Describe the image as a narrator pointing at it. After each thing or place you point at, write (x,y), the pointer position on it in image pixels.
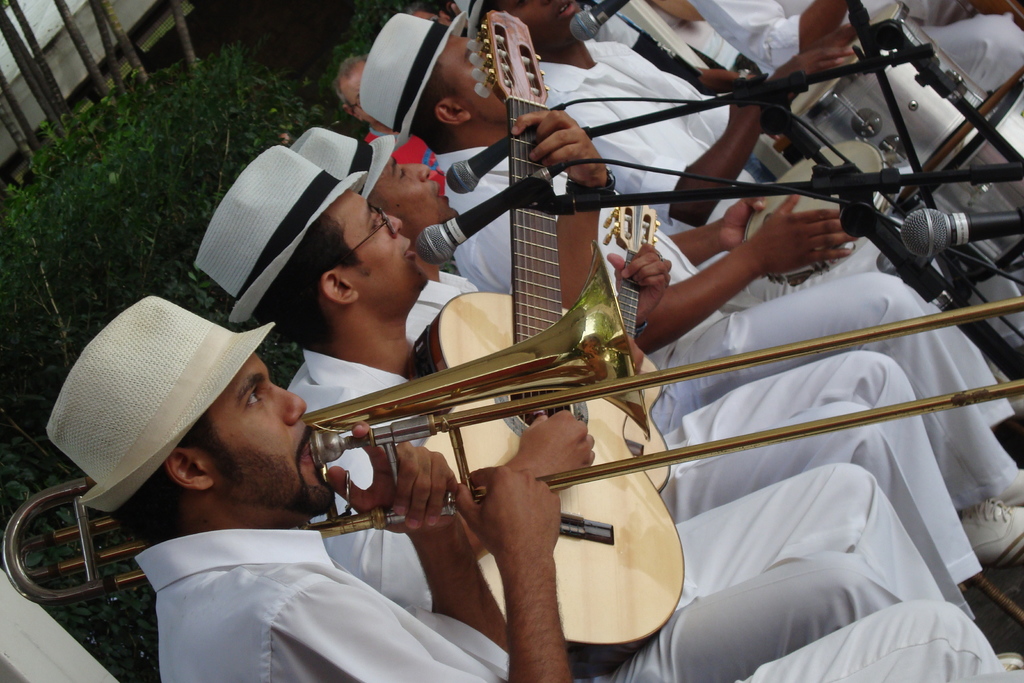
In this image there are group of people (827,233) who are holding some musical instruments (660,535), and playing. And in front of them there are mikes (520,193), and it seem that they are singing and in the background (168,262) there are some trees (181,109) and a building (57,46).
